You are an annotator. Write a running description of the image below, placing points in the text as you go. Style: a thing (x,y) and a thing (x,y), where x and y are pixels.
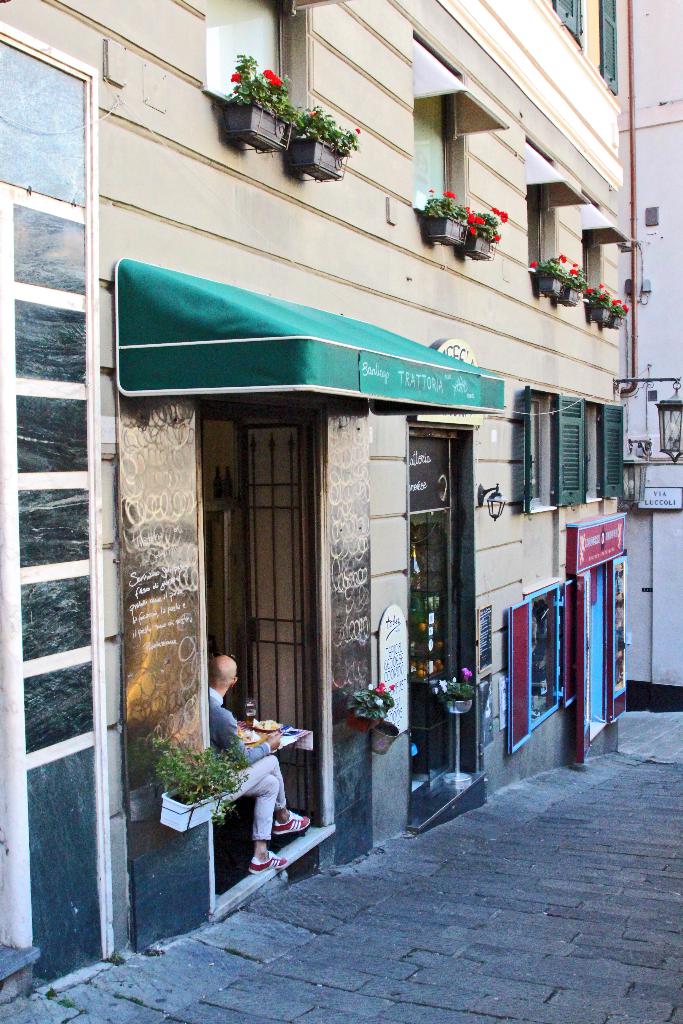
This picture is clicked outside and we can see the buildings (221,185), potted plants (293,137), flowers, windows (541,453) of the building (558,426) and we can see the text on the boards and a person (250,748) seems to be sitting and we can see many other objects (250,725).
